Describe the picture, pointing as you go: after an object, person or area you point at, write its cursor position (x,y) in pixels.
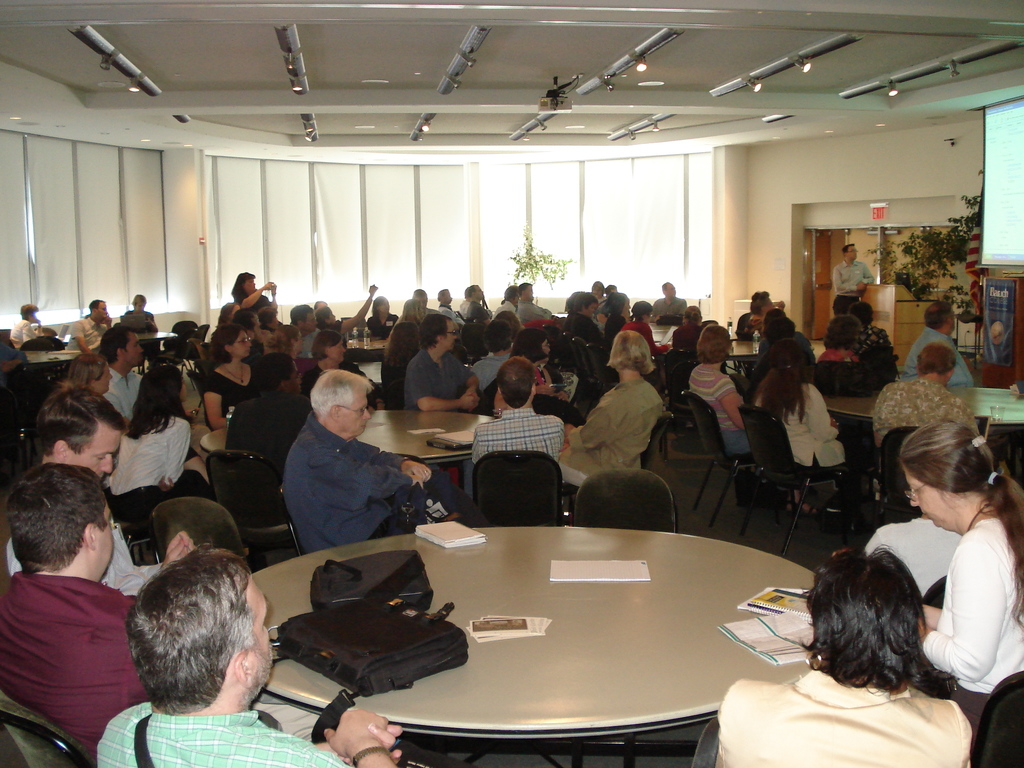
The image is clicked inside a conference hall (407,250). There are many people (349,403) sitting in the hall (169,302). There are tables (403,443) and chairs (188,504) all over the hall (691,484). In the front (574,706) there is table (587,709) on which there are bags (401,638) and books (622,569). To the right (952,263) there is a wall (869,213) and a plant (920,267) beside it. In the hall (481,263) most of the persons (973,517) are sitting in their chairs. At the top (338,69) there is a roof (524,97) along with lights (444,76).
